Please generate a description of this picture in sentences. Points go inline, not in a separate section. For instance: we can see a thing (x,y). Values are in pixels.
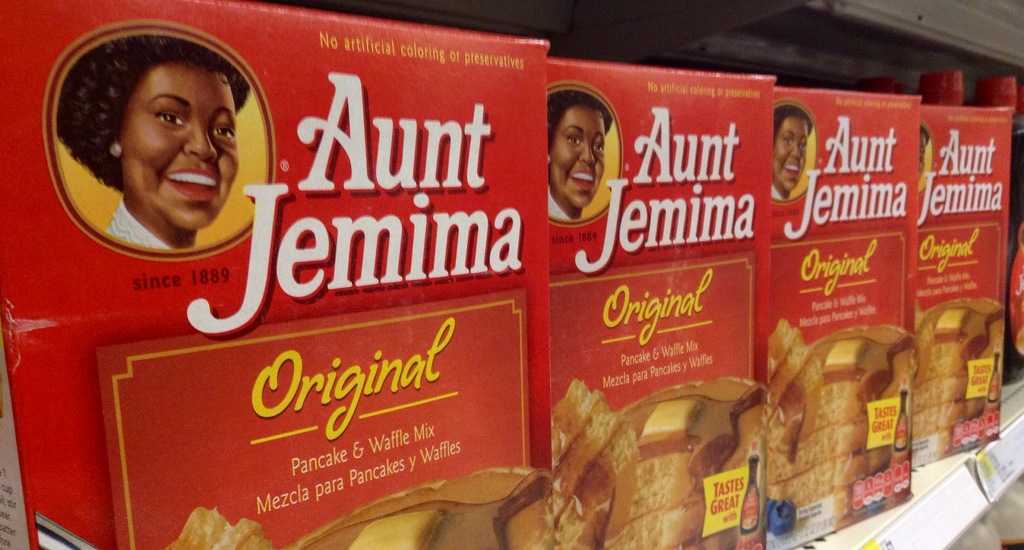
In this image I can see a rack (846,537) which is cream in color and few white and yellow colored boards (941,515) attached to the racks (933,493). I can see few boxes (531,300) which are red, yellow, white and brown in color are in the racks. I can see a woman's face (234,177) is printed on the boxes (155,180). In the background (1016,271) I can see few bottles (1010,230) with red colored stickers (1016,271) and red colored caps (996,103).
